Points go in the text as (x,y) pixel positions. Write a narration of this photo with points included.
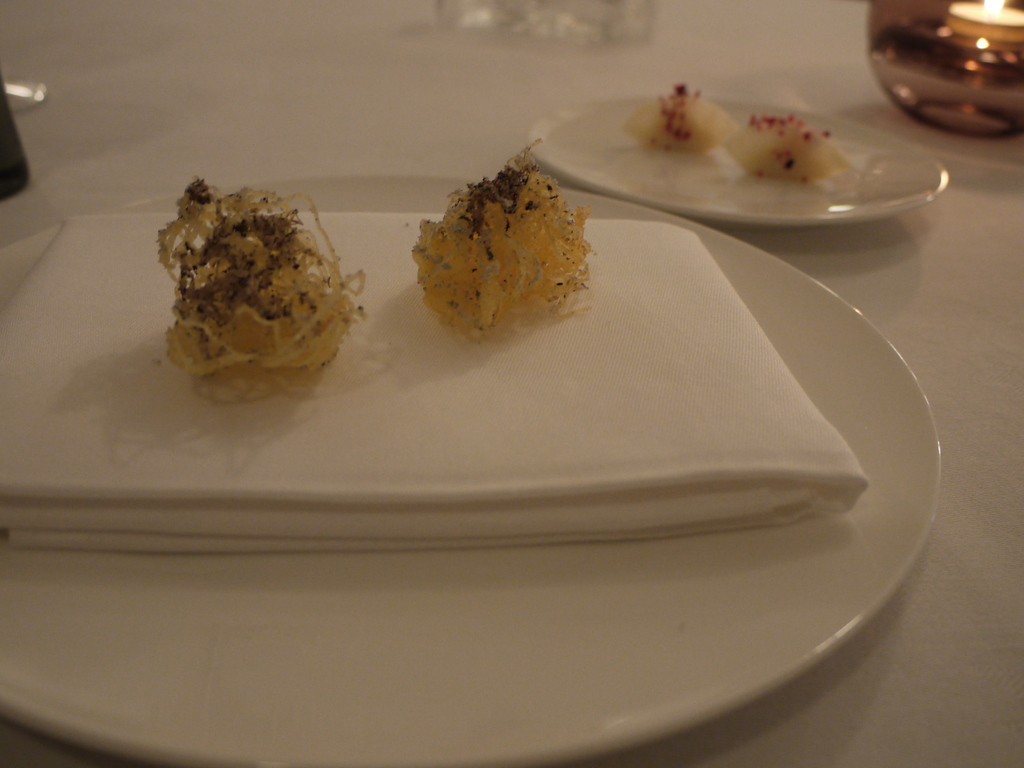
In this image, we can see plates (591,666) contains some objects (566,402). There is an oil lamp (999,51) in the top right of the image (998,75).
